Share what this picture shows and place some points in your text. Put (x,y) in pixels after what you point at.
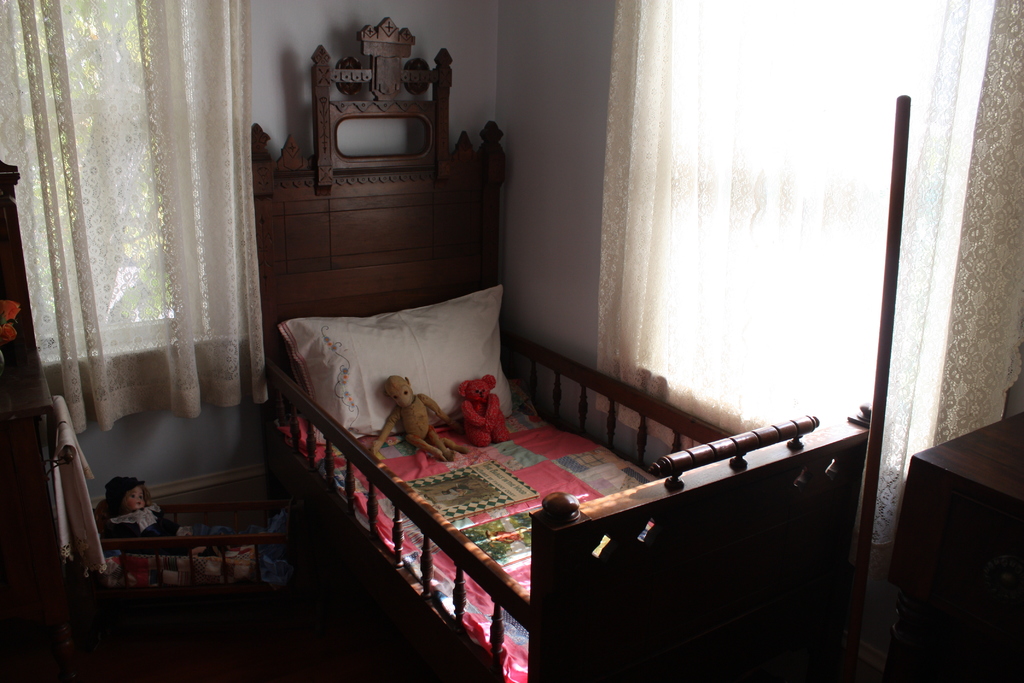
In this picture we can see bed (407,507) and on bed (611,519) we have pillow (360,380), two toys (423,396) and aside to this bed (356,458) we have one more toy (147,532) and in the background (122,475) we can see curtain (194,86), wall (508,87).
